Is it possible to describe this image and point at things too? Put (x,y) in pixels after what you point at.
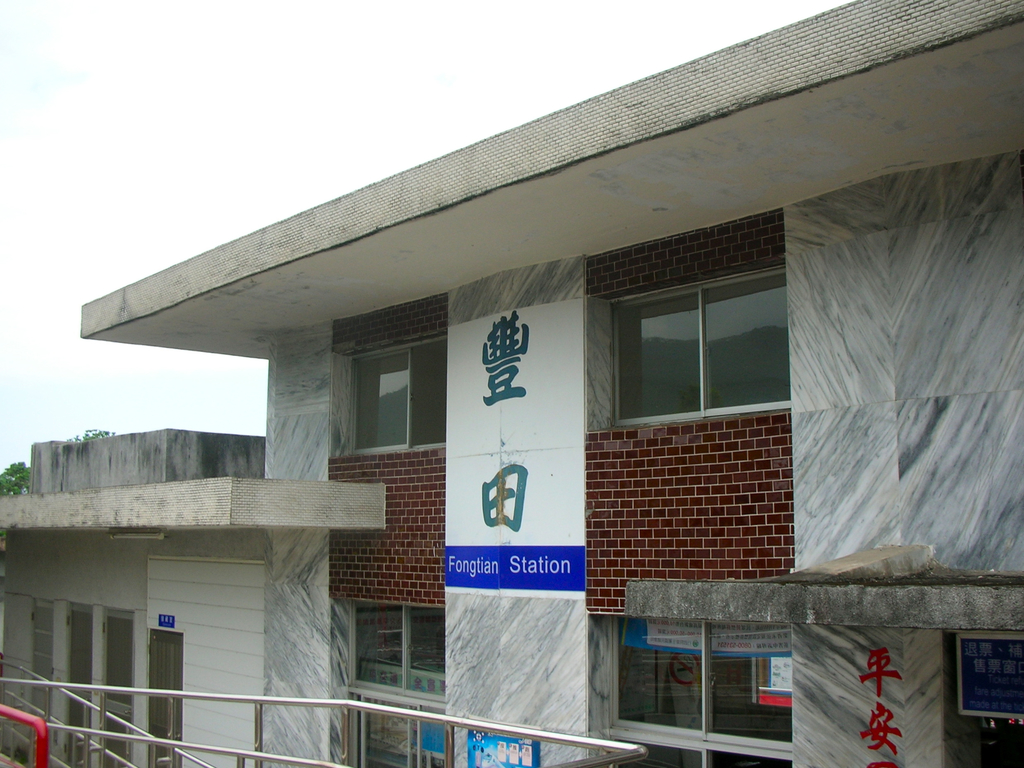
In this picture we can see a building (289,613), posters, here we can see railing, trees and we can see sky (124,192) in the background (265,94).
